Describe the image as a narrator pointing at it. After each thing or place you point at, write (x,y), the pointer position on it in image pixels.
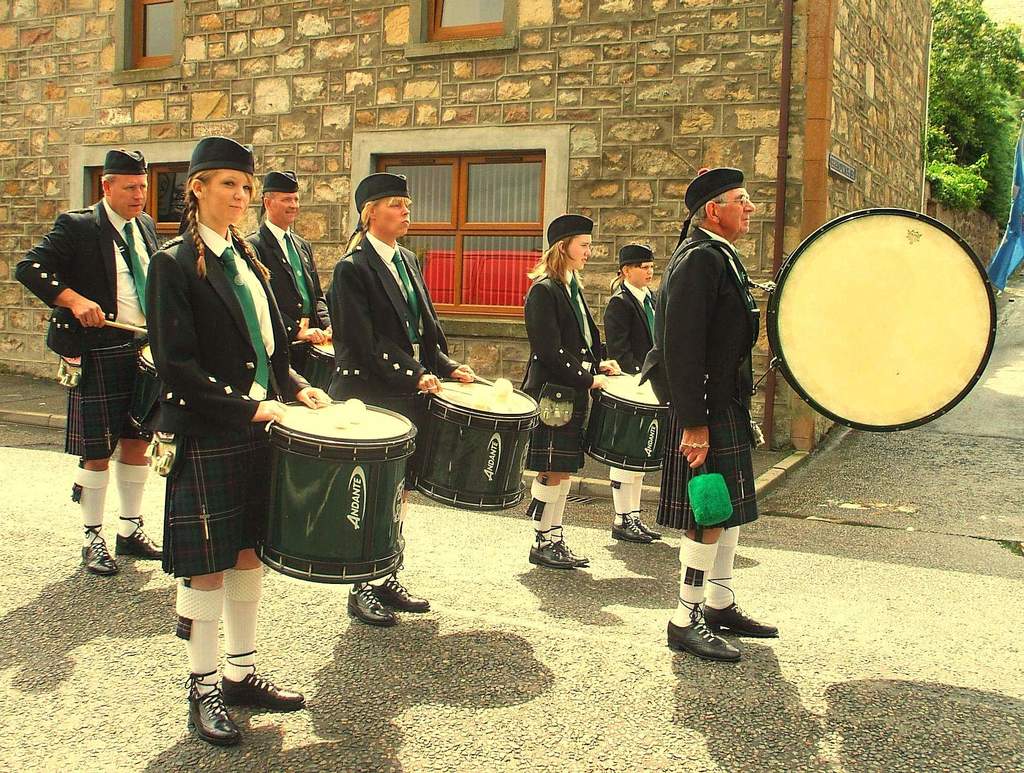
These are seven persons (686,326) standing on the road (421,657), playing drums (343,464) and wearing black color suit (195,277), tie (242,302) and skirt (220,459). In the background (624,55), there is a building (484,40) having windows (433,21). Beside this, there are trees (974,116).
